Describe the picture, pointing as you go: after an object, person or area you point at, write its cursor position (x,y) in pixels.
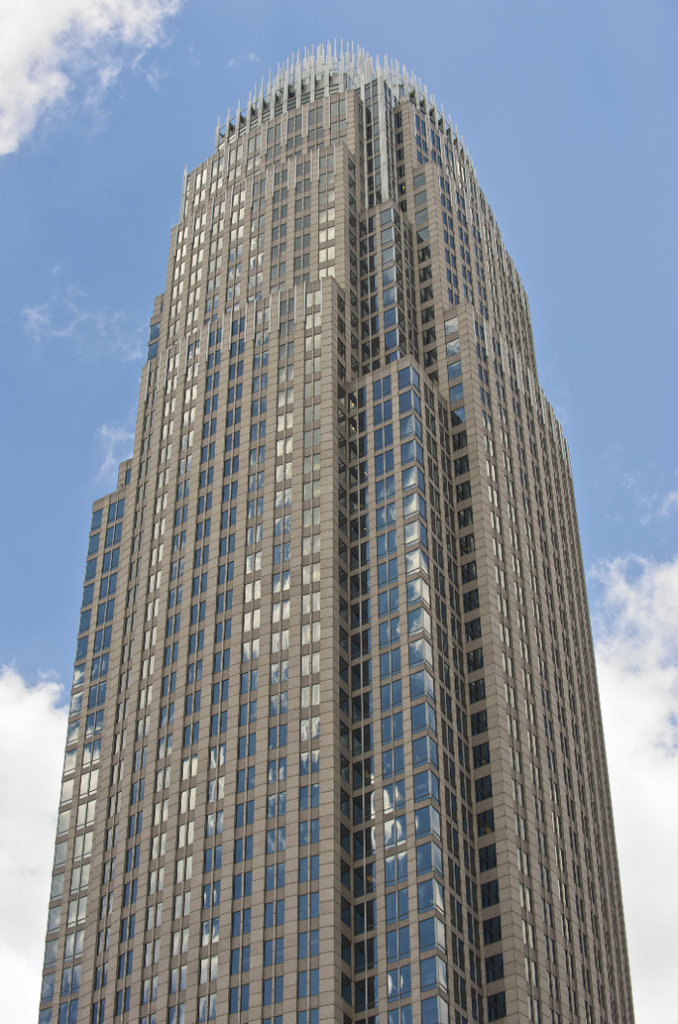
In the center of the image (446,406) there is a building (425,629). At the top of the image (186,107) there is sky (150,138).
